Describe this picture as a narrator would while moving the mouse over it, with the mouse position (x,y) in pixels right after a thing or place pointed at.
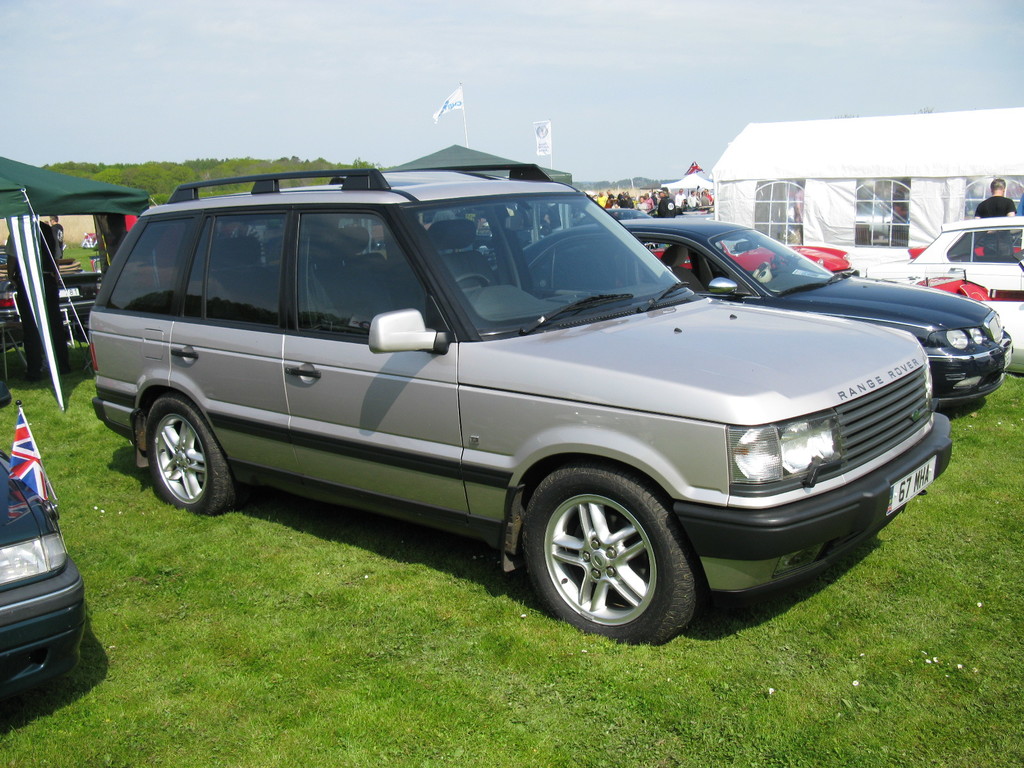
In the image I can see some cars (473,376) on the ground (180,517) also I can see some trees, poles (461,89) and a tent like thing (840,185) to the side.
